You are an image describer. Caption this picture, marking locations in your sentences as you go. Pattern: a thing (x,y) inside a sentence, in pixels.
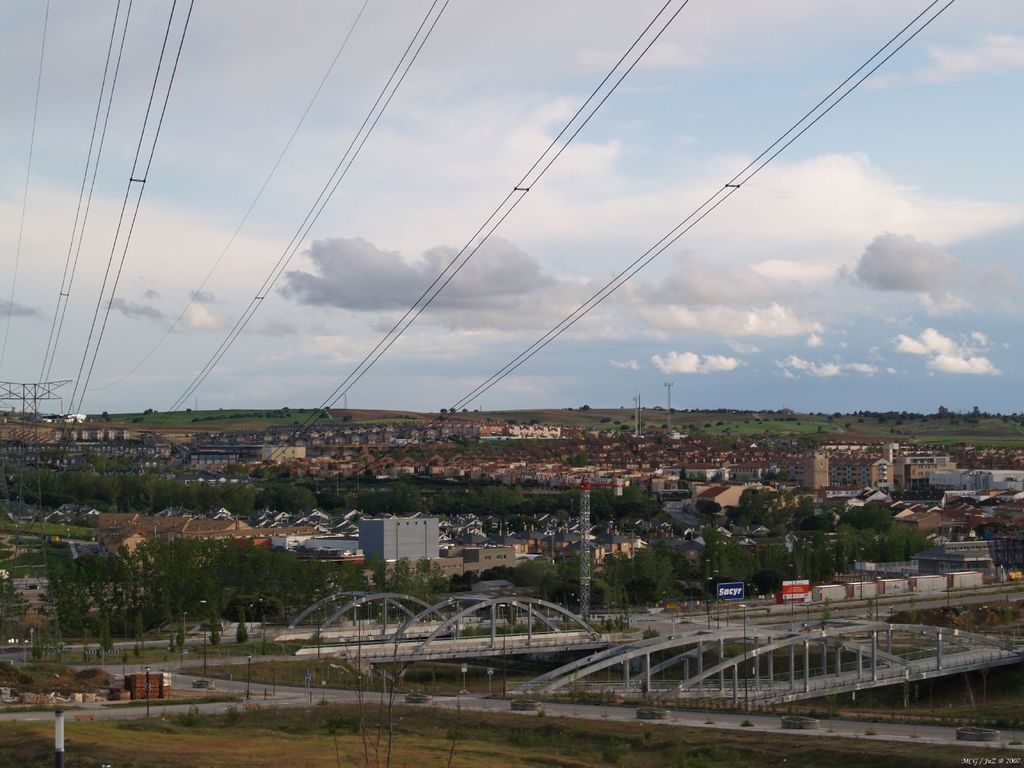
In this picture there is a view of the town (117,532) with metal bridges (732,687), some buildings (643,475) and small houses (397,442). Above there are some cables (98,334) with electric tower (28,423).
